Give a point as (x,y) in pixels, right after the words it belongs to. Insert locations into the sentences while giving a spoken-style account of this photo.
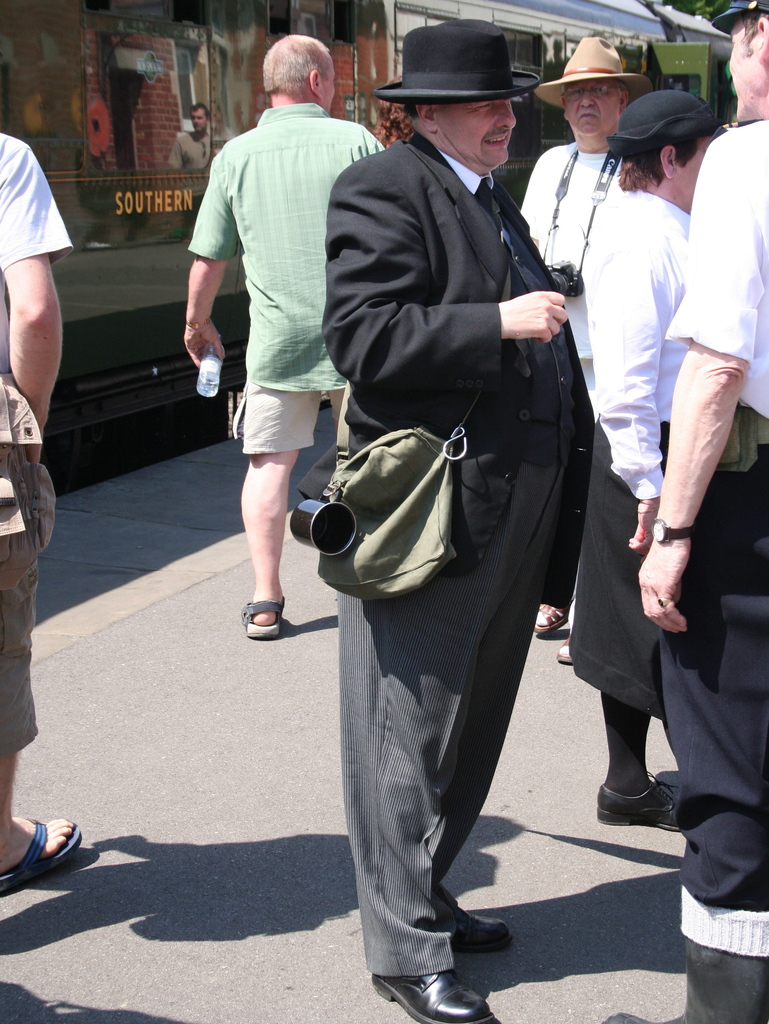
This image is clicked on the platform (248,733). There are a few men (252,155) standing on the platform (212,781). In the center (436,631) there is a man (418,601) standing on the platform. He is wearing a hat (441,81) and a bag (370,468). Behind them there is a train (682,24). There is text (170,201) on the train (165,226).
